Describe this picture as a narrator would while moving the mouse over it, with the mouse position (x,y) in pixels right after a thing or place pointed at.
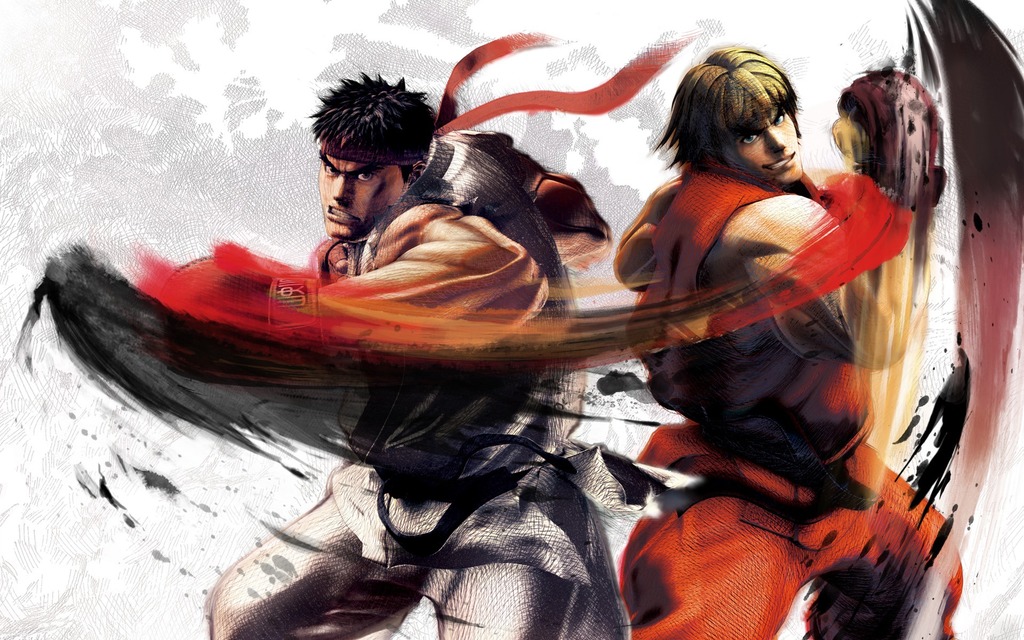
In this image I can see the painting (729,449) of two people (637,267) with different color dresses (468,404). And there is a white and ash color background (227,179).
